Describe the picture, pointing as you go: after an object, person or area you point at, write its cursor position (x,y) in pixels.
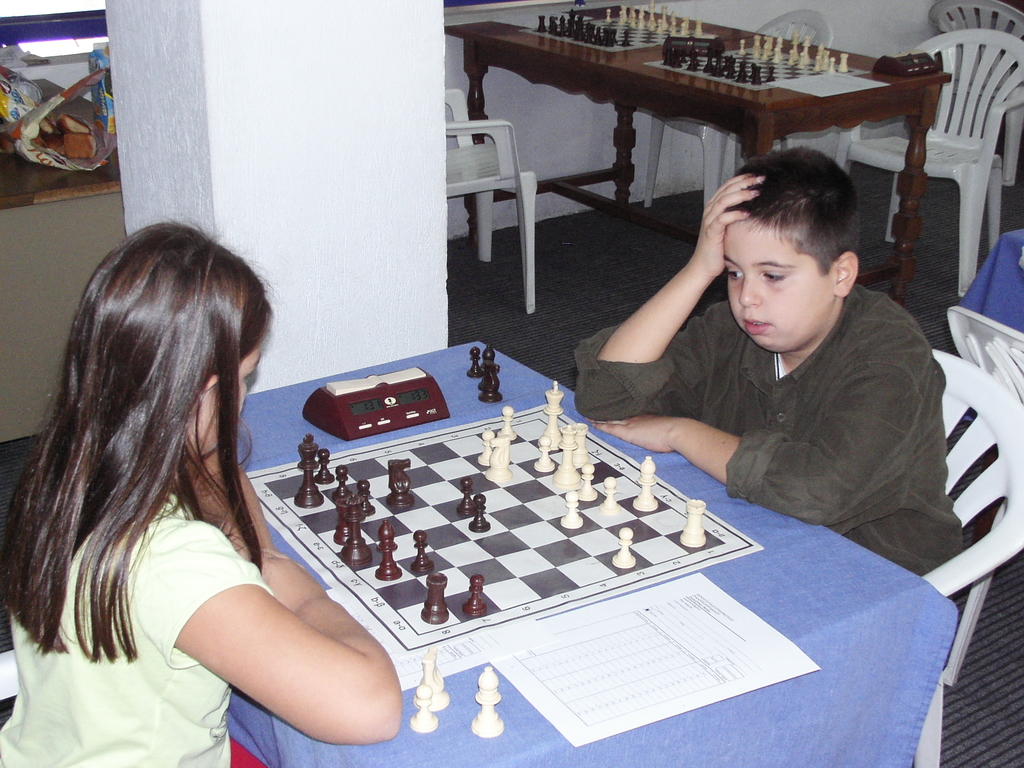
In this Image i see a boy (935,555) and a girl (302,626) who are sitting on chairs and there are tables (843,544) on which there are chess boards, few devices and a paper (726,601) on the table (882,644). In the background (818,14) I see chairs (980,173) and the wall (802,4).
